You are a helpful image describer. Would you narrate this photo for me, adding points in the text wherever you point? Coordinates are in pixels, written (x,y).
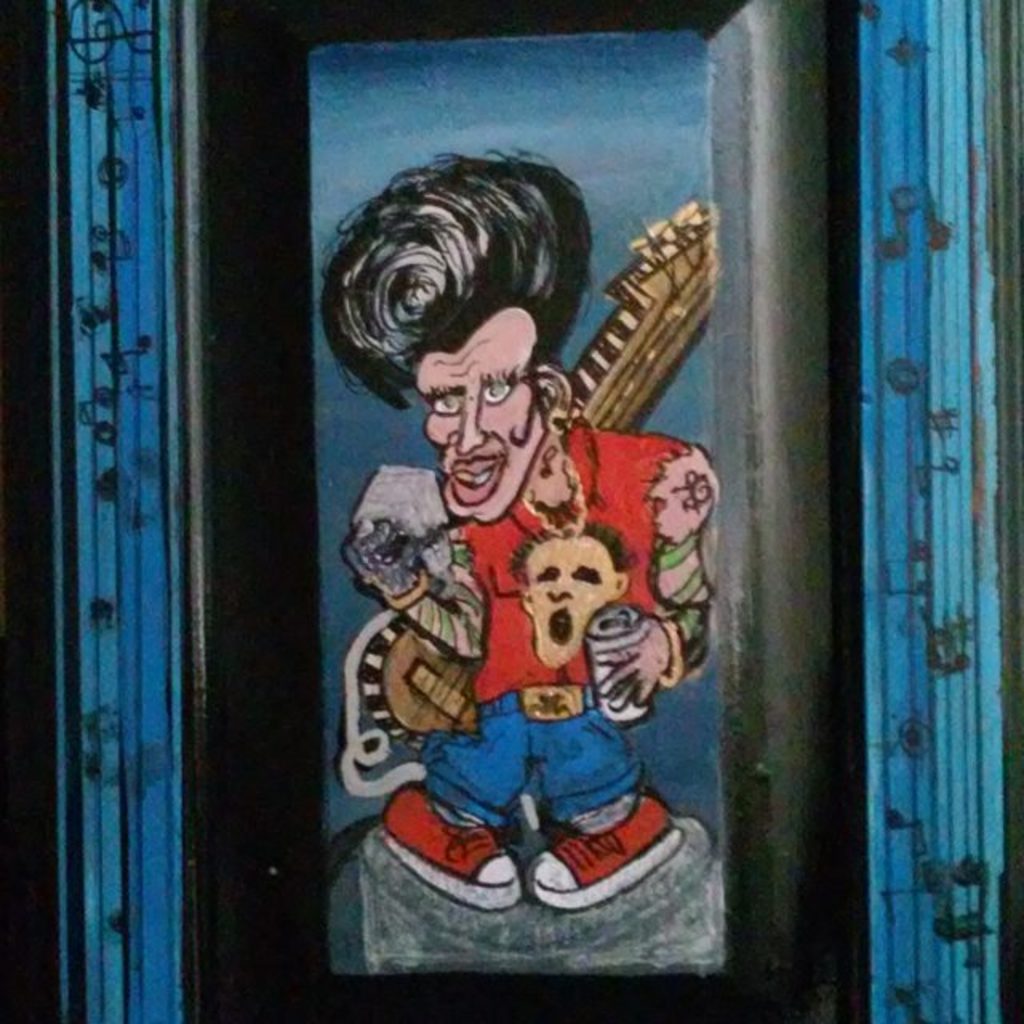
In this image I can see a depiction where a man (603,578) holding a guitar (653,350).
